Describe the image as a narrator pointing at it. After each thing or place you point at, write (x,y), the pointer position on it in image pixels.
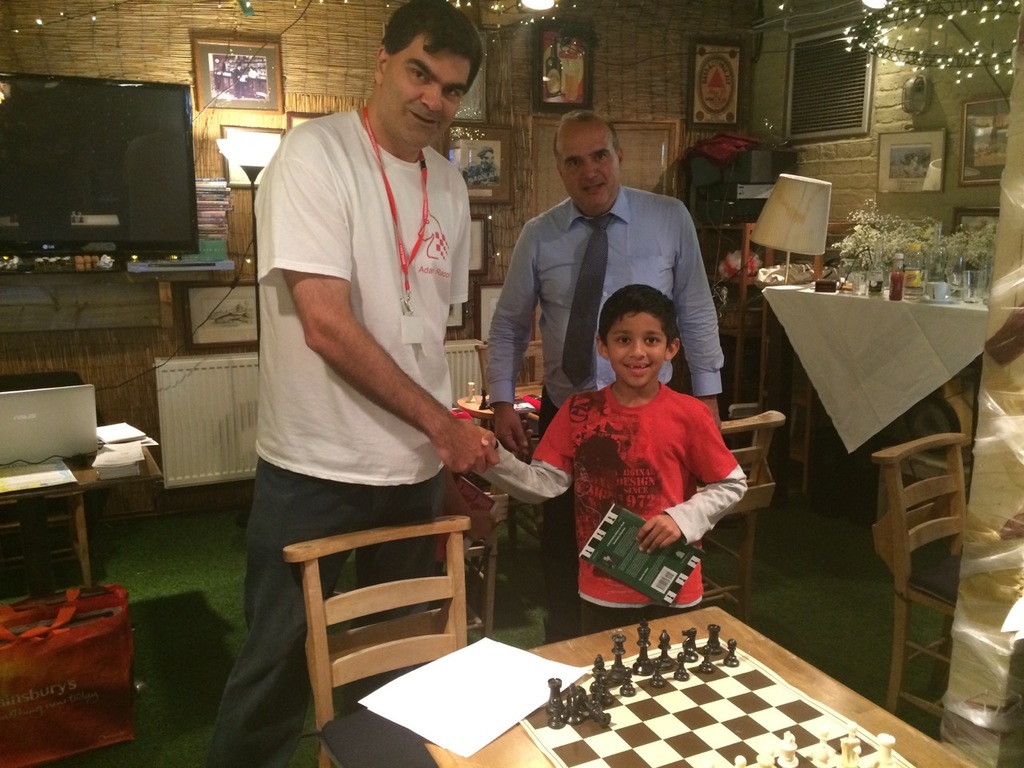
In the image there is man (427,428) shaking hand (443,426) to a boy (653,505), it looks like drawing room (815,171) and there is an old man (628,228) behind the boy (665,330) and left side (158,115) there is a screen (123,146) and left side (255,156) there is a lamp (241,159). In Front of tv screen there is a table (78,488) with laptop (38,434) on it and in the front (527,754) there is a table (763,644) with chess board (543,743) and chair (312,615).
